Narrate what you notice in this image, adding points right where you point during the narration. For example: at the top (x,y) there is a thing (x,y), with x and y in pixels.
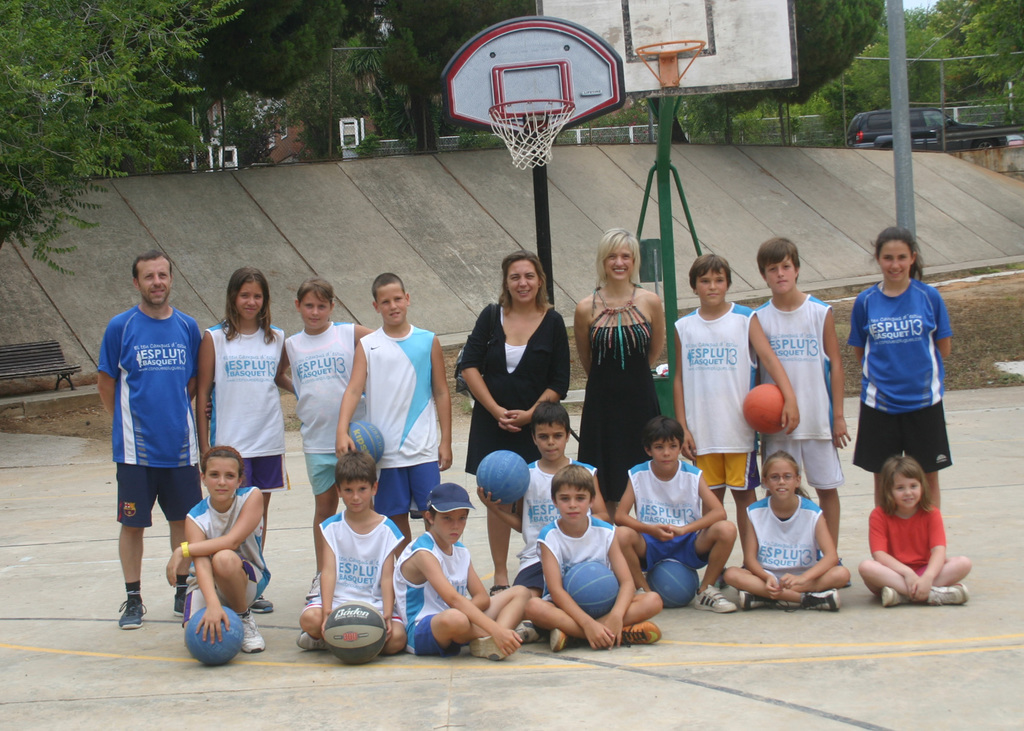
In this image we can see persons (545,361) standing on the floor (472,515) and some are sitting on the floor (262,630) and some of them are holding balls (362,436) in their hands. In the background (534,124) we can see poles (542,190), basketball baskets (542,134), motor vehicles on the road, bench (50,351) and trees (201,105).
